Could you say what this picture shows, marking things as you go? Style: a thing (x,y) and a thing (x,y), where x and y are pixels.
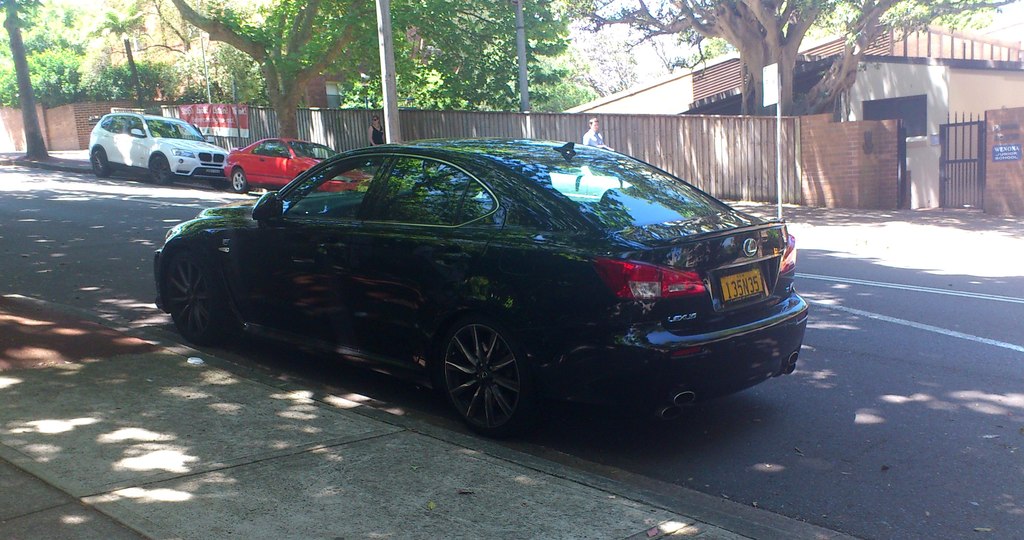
At the bottom of the image (265,418) there is a footpath (49,387). Behind the footpath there is a road (253,190) with black color car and also there is a white and red color car (257,160). Behind them there are two people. And also there are poles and fencing wall (412,128) with posters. In the background (147,89) there are trees (37,128), gates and building (721,93) with walls (735,86) and roofs (712,102).
